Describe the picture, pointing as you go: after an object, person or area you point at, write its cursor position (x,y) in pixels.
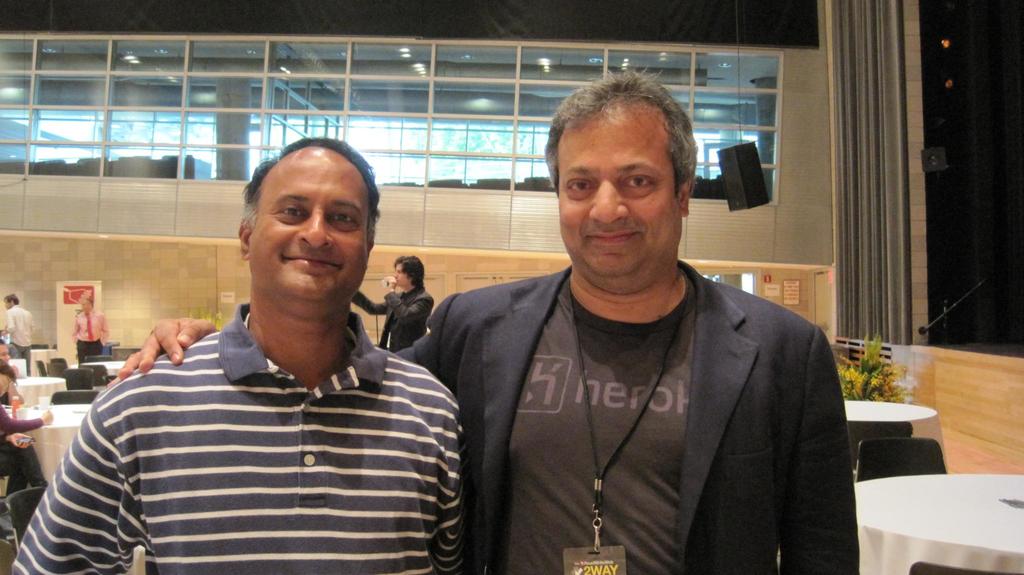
In this image we can see a few people (119,478), some of them are sitting, there are some tables (70,415), chairs (82,375), windows (188,150), lights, there is a speaker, house plant (871,374), curtain (863,196), also we can see photo frames (791,298) on the wall (778,298).
